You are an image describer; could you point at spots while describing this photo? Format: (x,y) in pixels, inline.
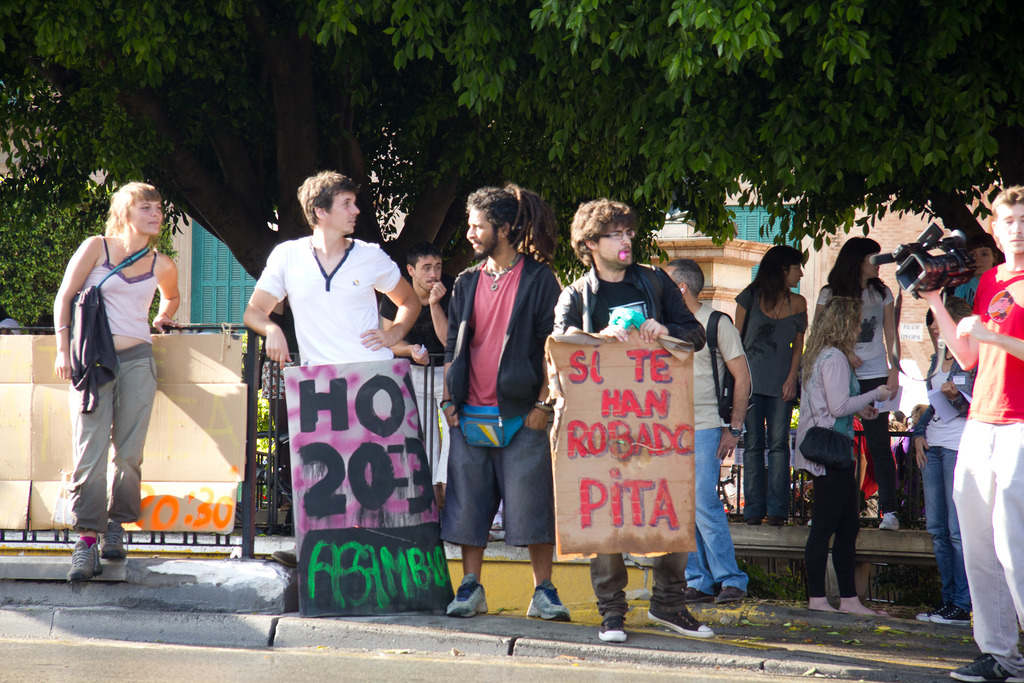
This picture describes about group of people (431,324), on the left side of the image (146,265) we can see a woman (110,254), she wore a bag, on the right side of the image (957,339) we can see a man (1002,343) he is holding a camera (923,279), in the background (920,311) we can see few trees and buildings (726,261).
